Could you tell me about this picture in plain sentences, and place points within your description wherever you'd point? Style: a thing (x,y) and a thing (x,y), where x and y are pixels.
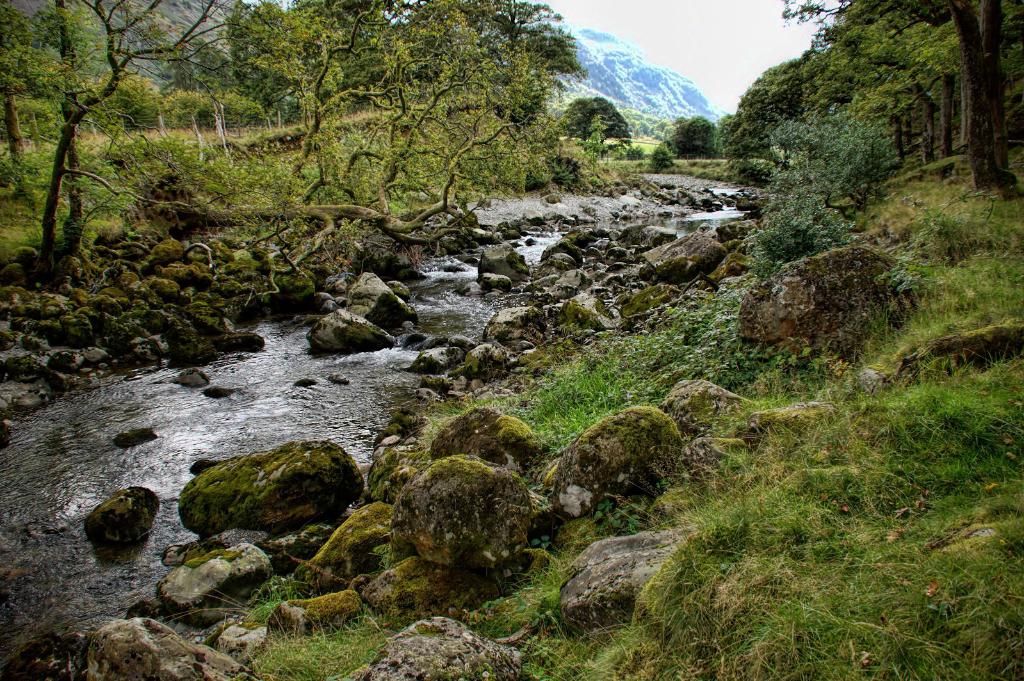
In the image we can see there is water (420,296) flowing on the ground (967,542) and there are rocks (397,439). The ground (714,508) is covered with grass (1018,539) and there are trees (912,72).
